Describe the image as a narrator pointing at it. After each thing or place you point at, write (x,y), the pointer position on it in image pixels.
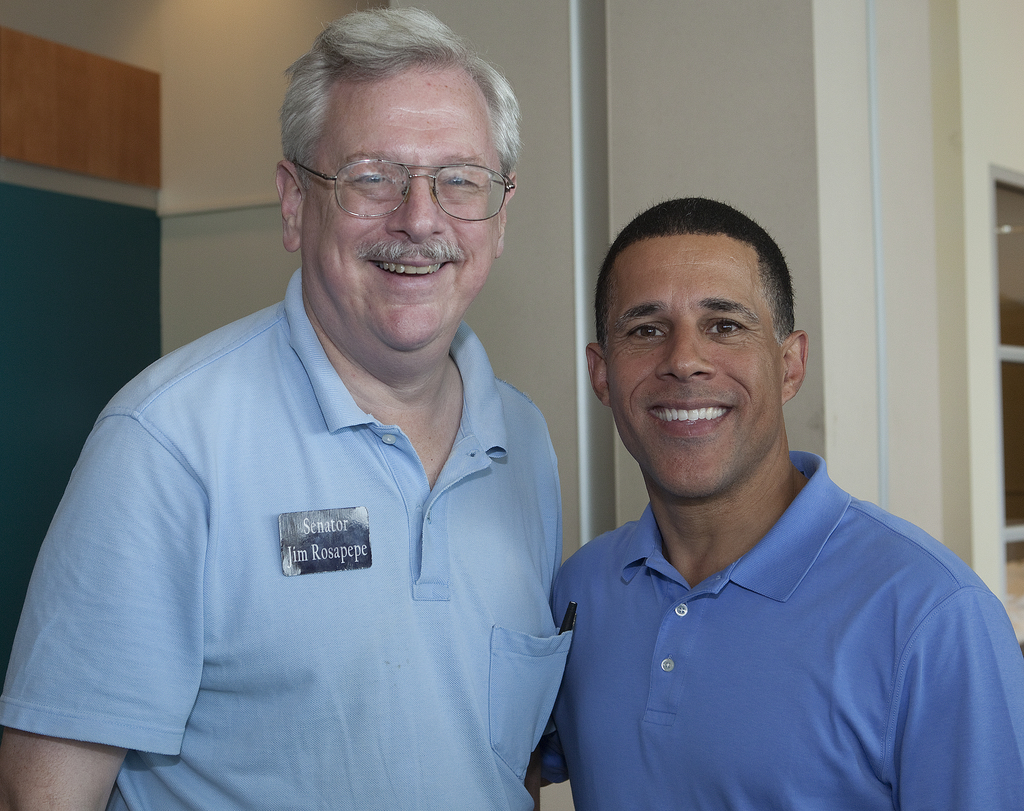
In this image I can see two persons (618,370) and they are smiling and back side of them I can see the wall (867,132).
